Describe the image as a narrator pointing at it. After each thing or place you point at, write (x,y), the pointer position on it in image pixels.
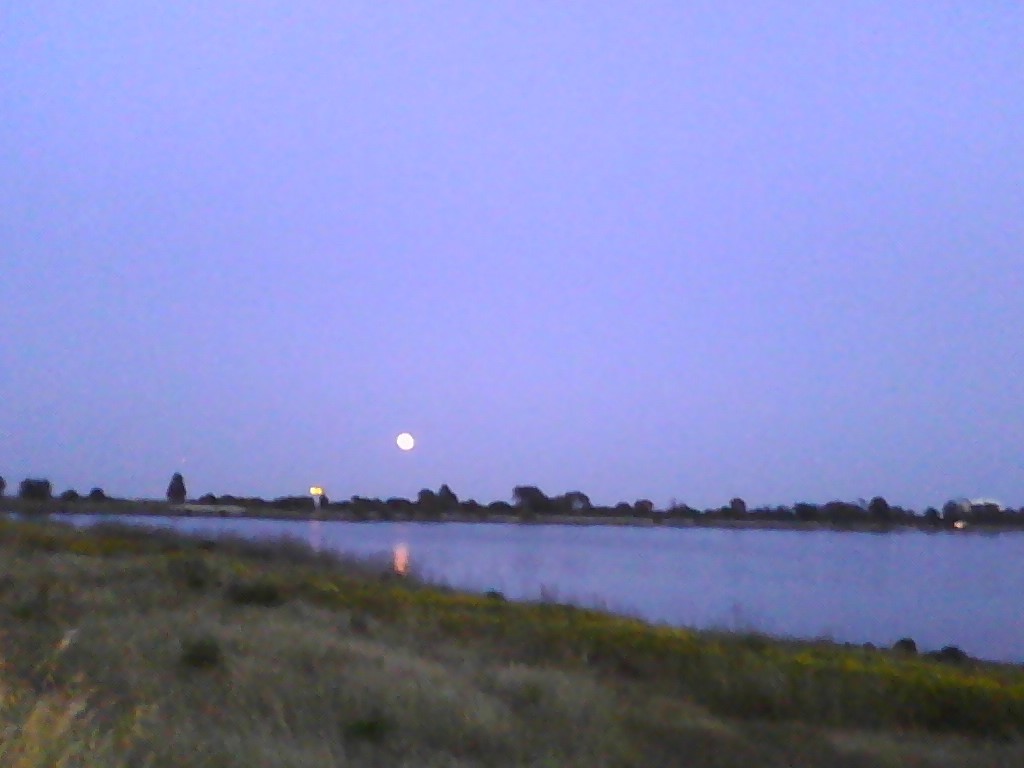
In this image I can see the water (754,546), few trees (569,511) in green color and I can also see the moon (408,437) in white color and the sky (528,138) is in blue color.
